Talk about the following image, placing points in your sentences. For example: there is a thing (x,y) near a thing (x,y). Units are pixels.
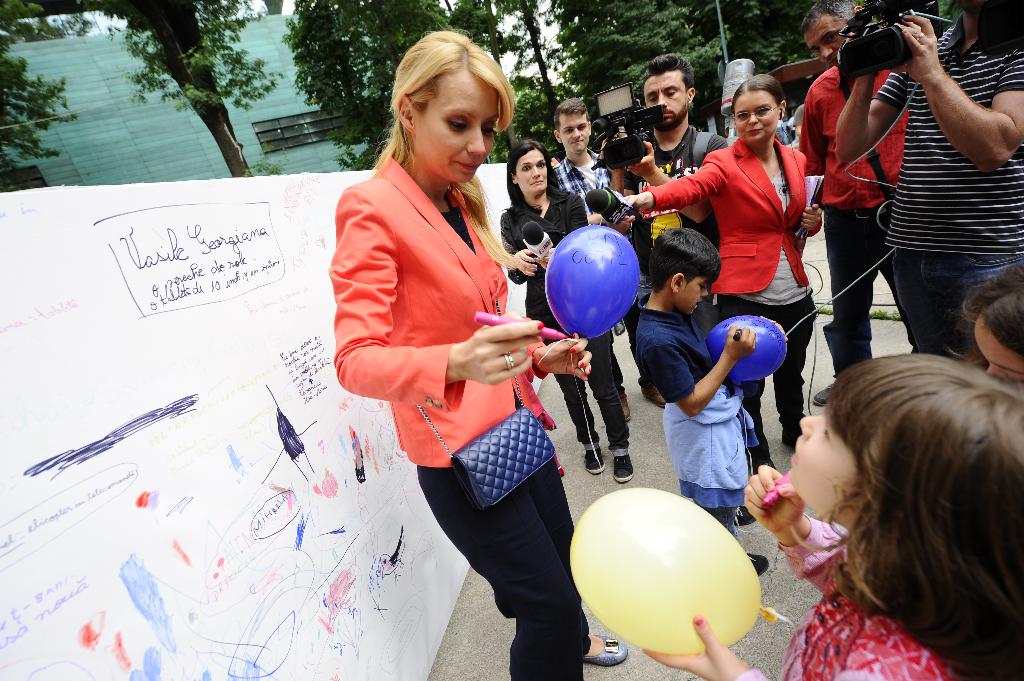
In this image there are a few people (684,173) holding mics (587,198) and few (661,129) are holding cameras (859,51), there are few children's (758,473) holding balloons (761,339) and sketch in their hands (698,617), in front of them there is a woman (481,305) wearing handbag (478,496) and holding a sketch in one hand (509,333) and a balloon (572,300) in the other hand (558,370), behind her there is a board (149,340) with some text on it and in the background (185,110) there is a building (261,103) and trees (305,18).
